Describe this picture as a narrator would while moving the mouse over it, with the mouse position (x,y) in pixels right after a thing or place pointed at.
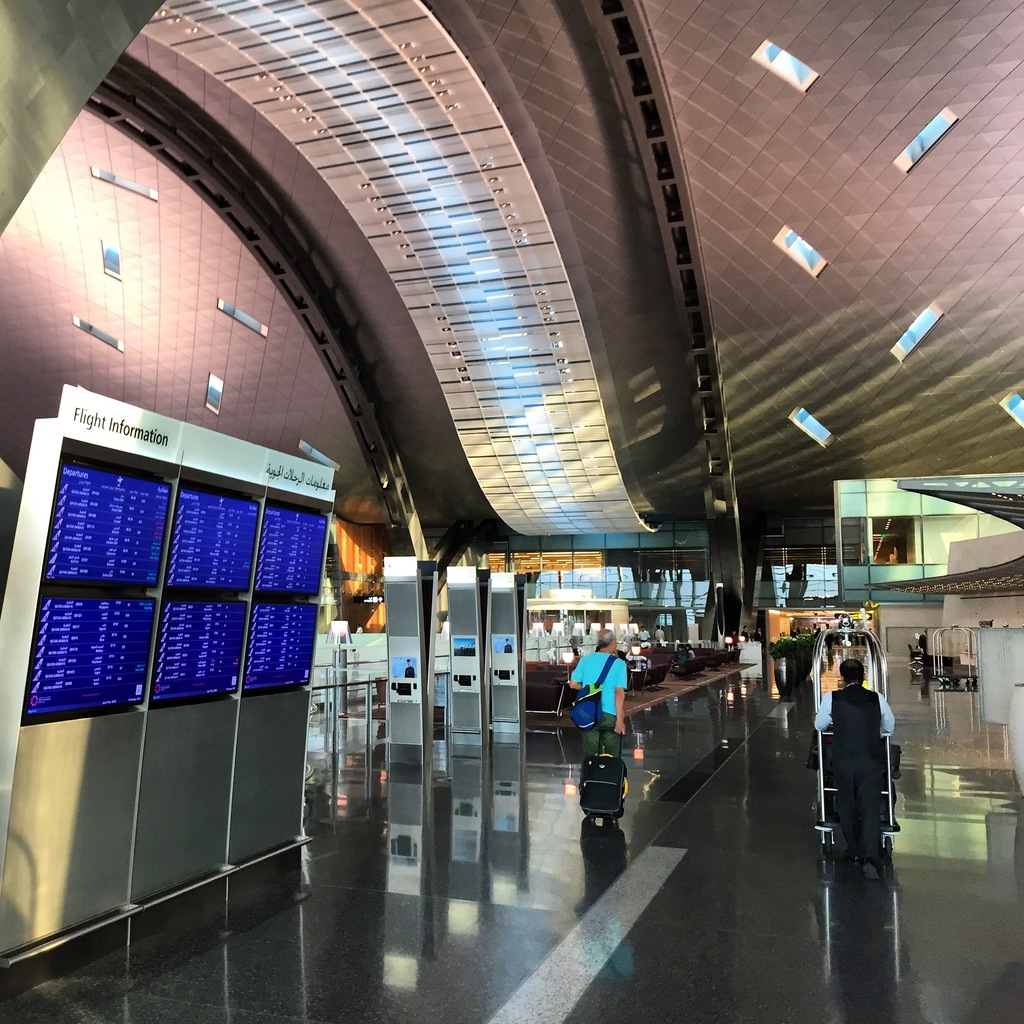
In this image I can see few screens (141,500) and here I can see few people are standing. On these screens (102,560) I can see something is written and I can see one of them is carrying a bag (593,722).
